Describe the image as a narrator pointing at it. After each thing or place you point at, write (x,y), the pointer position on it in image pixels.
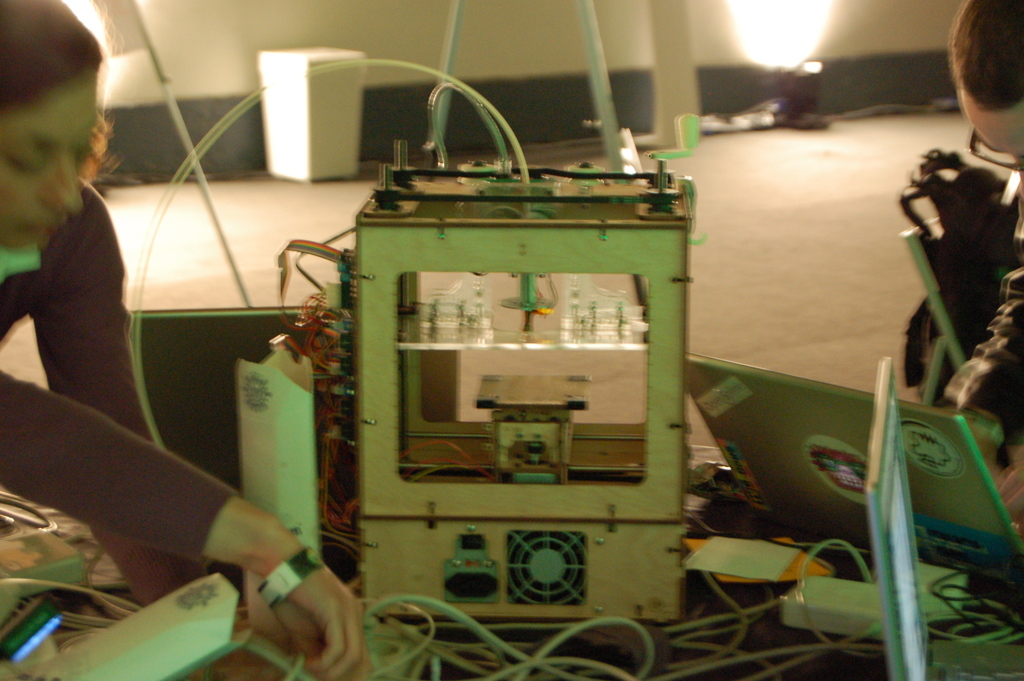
In this picture we can observe device (495,380) on the floor (638,370). We can observe some wires (406,634). We can observe two members (88,285) on either sides of the picture. In the background (778,40) there is a light (745,5) and a wall (428,19).
